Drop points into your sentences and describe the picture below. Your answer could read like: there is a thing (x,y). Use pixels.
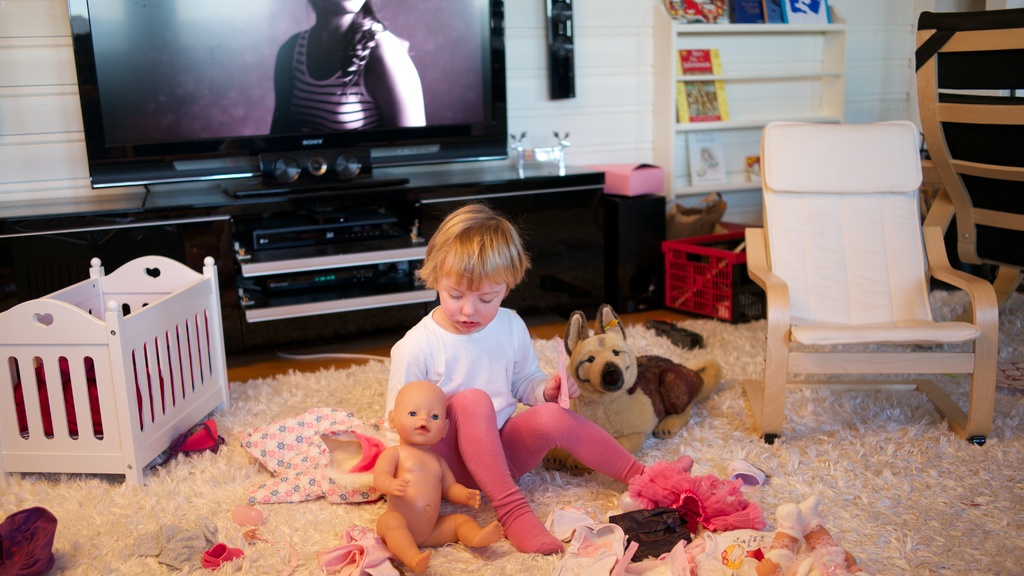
In this image in the middle (505,357) there is a boy (485,404). He is sitting on the mat (807,490) and there are toys (659,390), chair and box (699,308). In the background (367,145) there is television (269,89), table (493,163), wall (616,60), racks (734,88) and speaker (570,39).
